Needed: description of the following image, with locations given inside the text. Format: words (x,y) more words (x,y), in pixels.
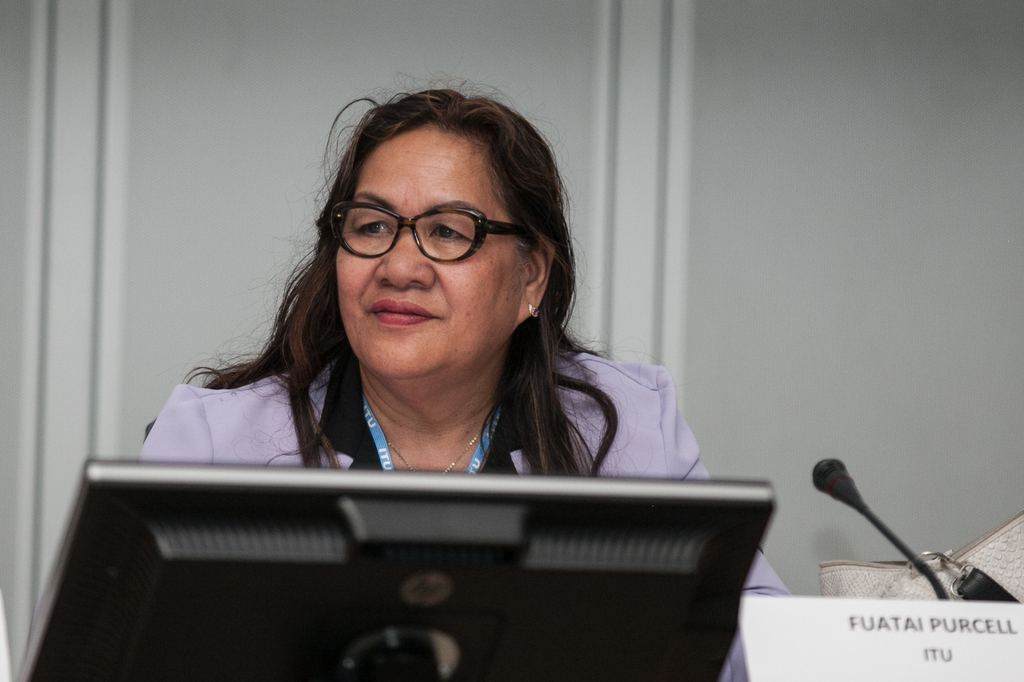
In this image in the center (408,299) there is one person (307,410) who is sitting, and at the bottom of the image (146,582) there is a computer (378,575), board (753,612), on the board (948,624) there is text (977,624) and one mike (921,564) and handbag (937,573). And in the background (83,106) there is a wall (618,242).
